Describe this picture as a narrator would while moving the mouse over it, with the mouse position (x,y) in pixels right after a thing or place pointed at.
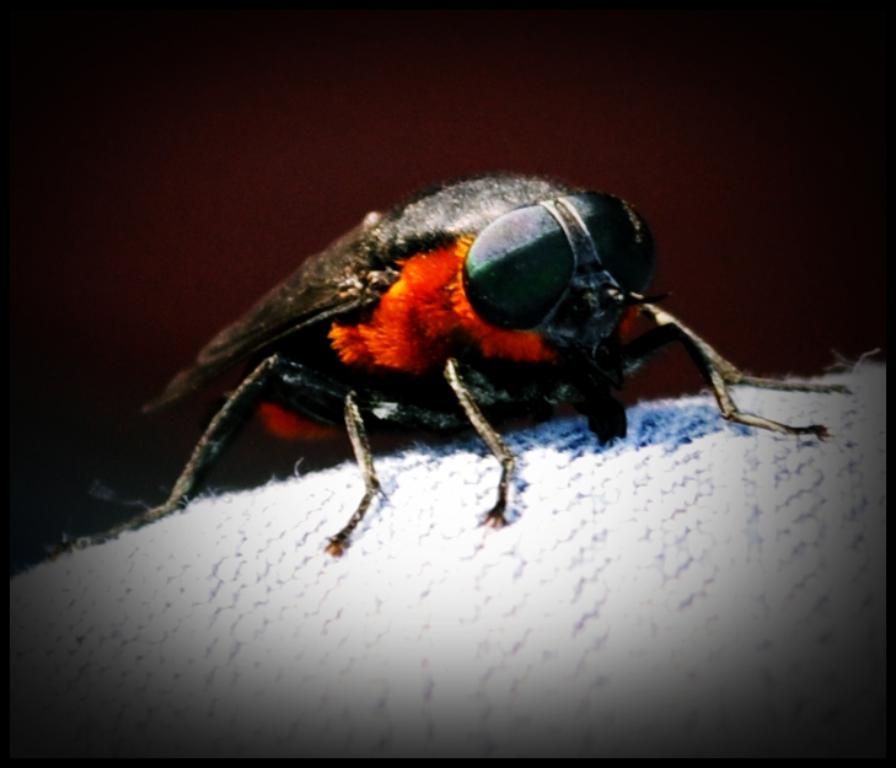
This picture consists of a fly (311,298) in the center of the image (390,339).
